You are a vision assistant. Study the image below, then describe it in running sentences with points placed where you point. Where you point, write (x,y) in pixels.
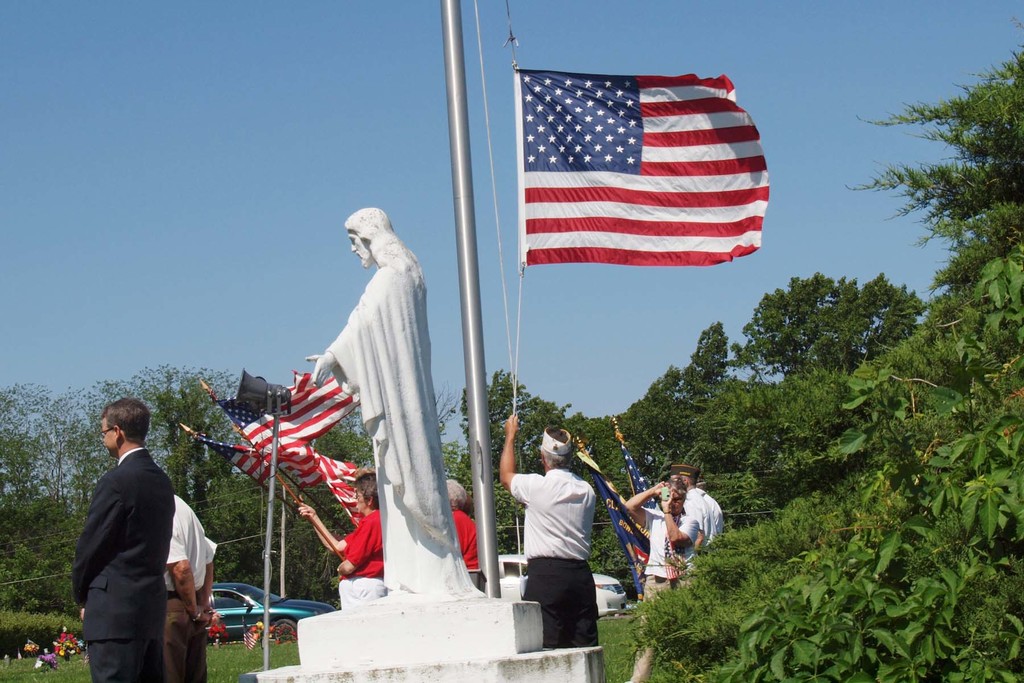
There is a statue (370,357) on a platform (426,629). Near to that there is a pole (474,463). And a person (569,514) is hoisting a flag (558,168). Also there are many people (370,511) holding flags (309,483). And there is a megaphone (248,392) on a pole (268,584). On the right side (857,523) there are trees (748,415). In the back (220,613) there is a car (233,597). Also there are bushes (54,632). In the background (335,430) there are trees (639,415) and sky (218,174).
